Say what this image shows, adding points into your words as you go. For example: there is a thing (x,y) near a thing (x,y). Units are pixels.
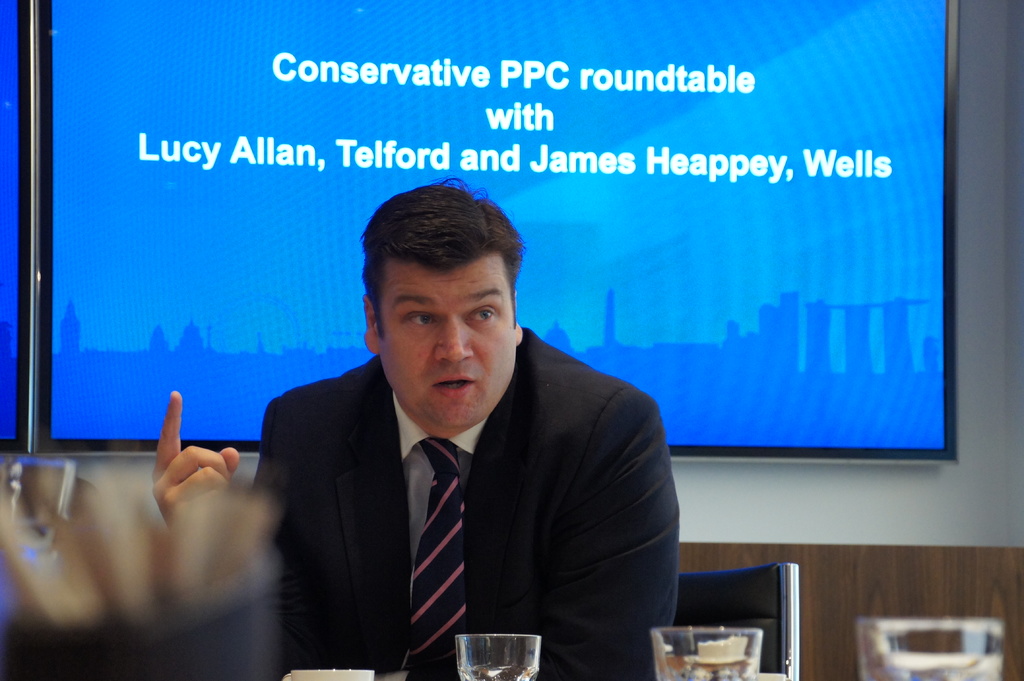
In this picture I can see a person (427,429) sitting on the chair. I can see the projector screen (268,188) in the background (497,182).
